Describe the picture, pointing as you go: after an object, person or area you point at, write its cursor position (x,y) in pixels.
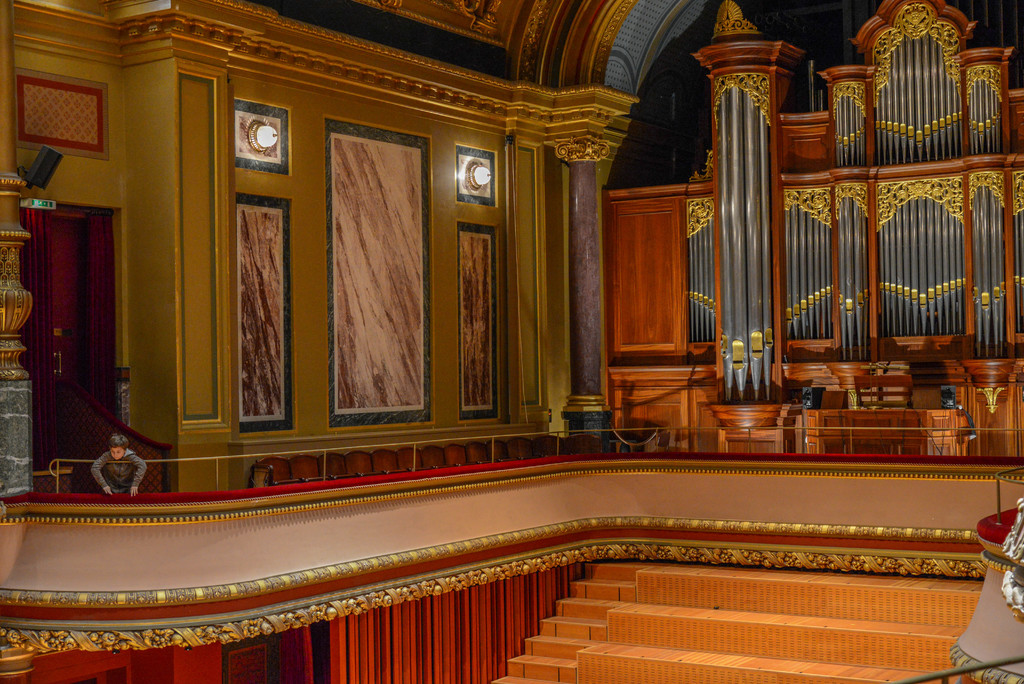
This picture is an inside view of a room (550,229). In this picture we can see wall (442,185), lights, pillars (0,180), speaker (47,180), board (38,204), door (46,240), person (101,476), stairs (679,589) are there.
